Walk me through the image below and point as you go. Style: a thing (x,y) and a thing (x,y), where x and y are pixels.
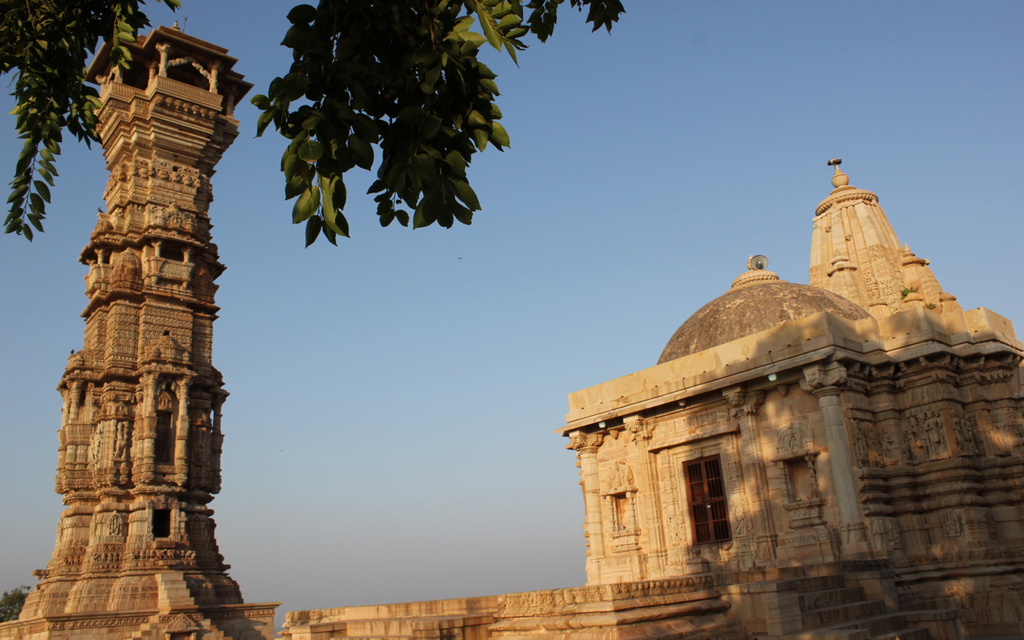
Sky (561,82) is in blue color. Here we can see green leaves (72,98). This is stone carved pillar (138,517) and castle (856,453).
